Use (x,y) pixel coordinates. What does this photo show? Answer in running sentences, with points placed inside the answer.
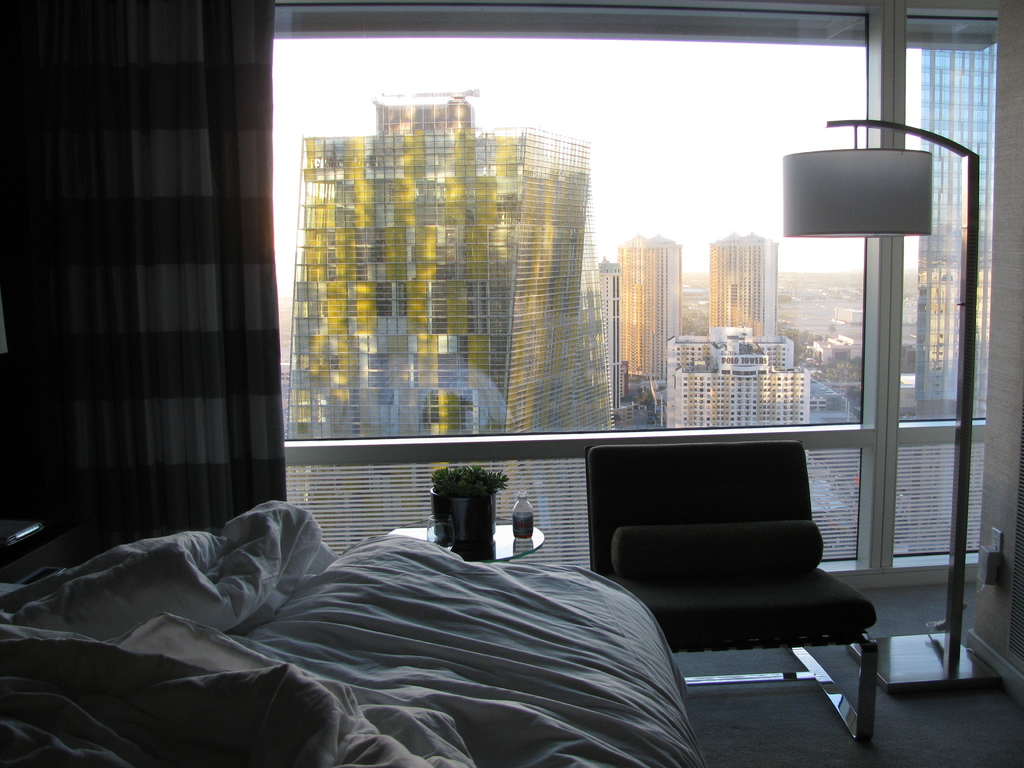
in the given image i can see a chair (668,521) and also a water bottle (519,511) which is kept on the glass (502,543) and also see bed (460,711) and bed sheet (176,578) and curtain (179,291) and glass window (720,136) and behind this window (402,470) i can see buildings (663,272).
